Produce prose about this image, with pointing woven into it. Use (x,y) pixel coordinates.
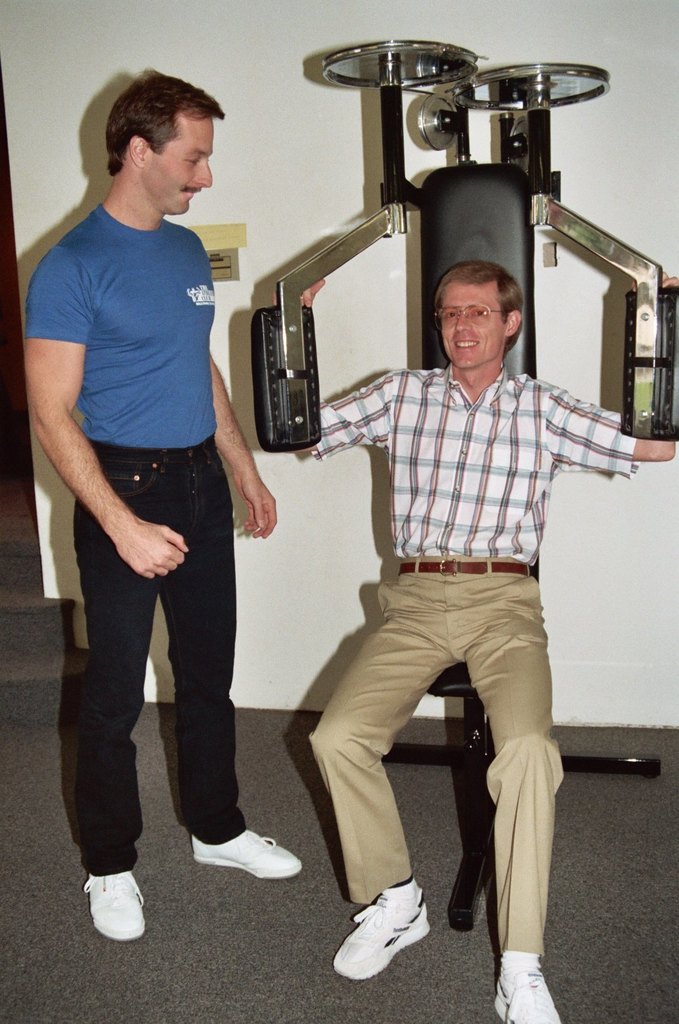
In this picture we can see two people (109,798) on the floor (431,883) and in the background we can see a gym equipment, wall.
